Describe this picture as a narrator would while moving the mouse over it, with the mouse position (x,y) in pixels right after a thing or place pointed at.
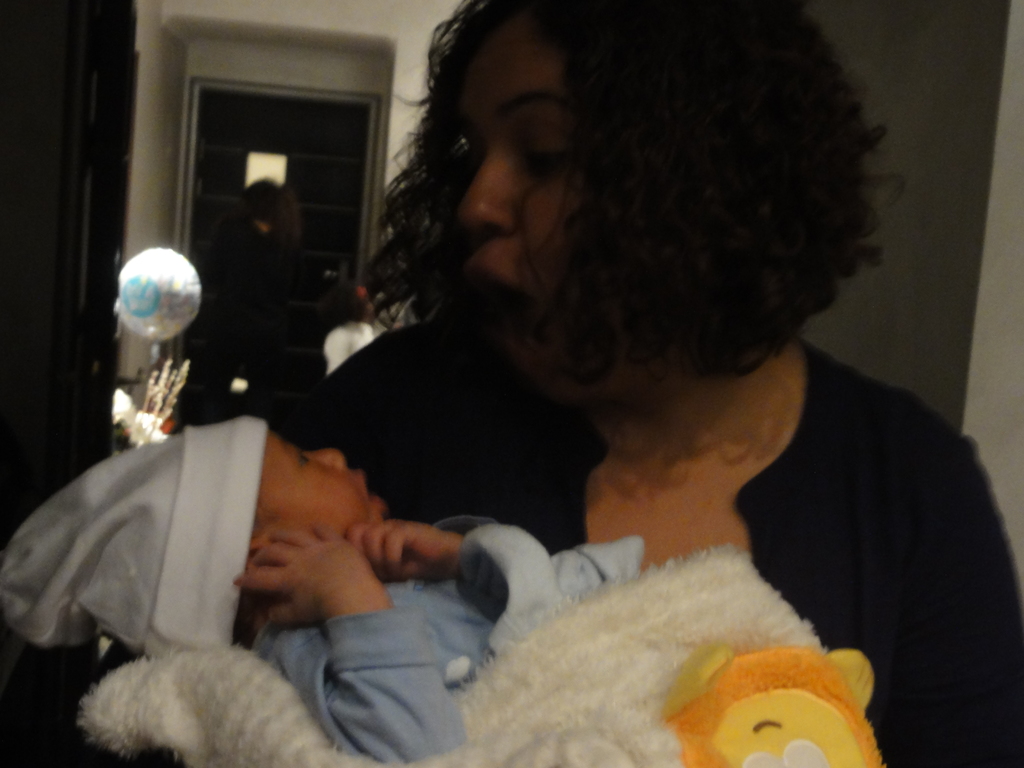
In this image, I can see a person (604,518) carrying a baby (452,641). In the background (234,367), I can see a balloon (149,320) and there are two persons (273,282) standing near a door (321,273).
